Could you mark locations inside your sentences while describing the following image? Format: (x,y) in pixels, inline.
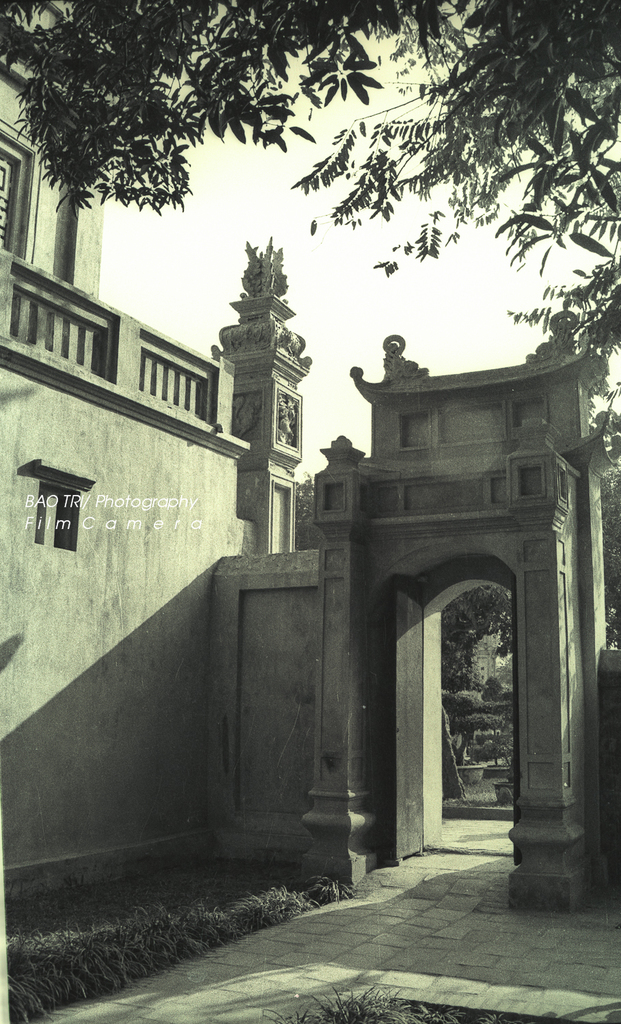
In this image we can see a building (214,413), grass (103,950), trees (333,60) and sky (303,260).
